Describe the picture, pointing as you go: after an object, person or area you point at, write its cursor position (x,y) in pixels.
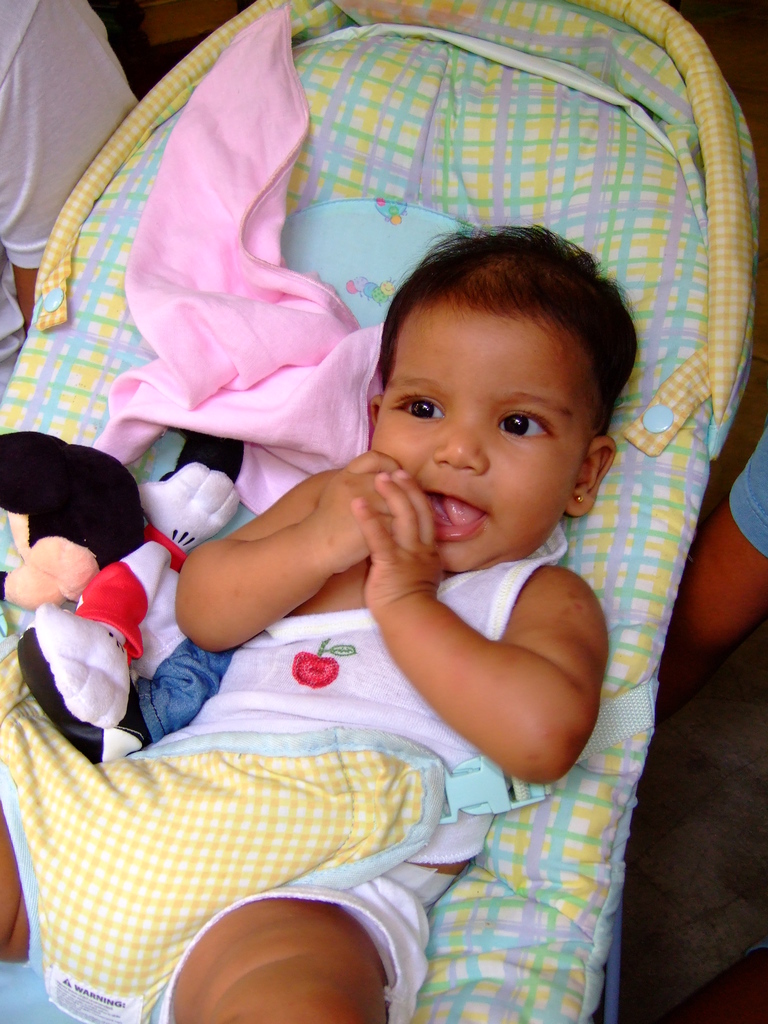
In the image in the center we can see one baby bouncer (525,945). On bouncer (657,53) we can see cloth (333,410), toy (105,498) and one baby (313,582) lying. In the background (62,107) we can see two persons (741,548).
